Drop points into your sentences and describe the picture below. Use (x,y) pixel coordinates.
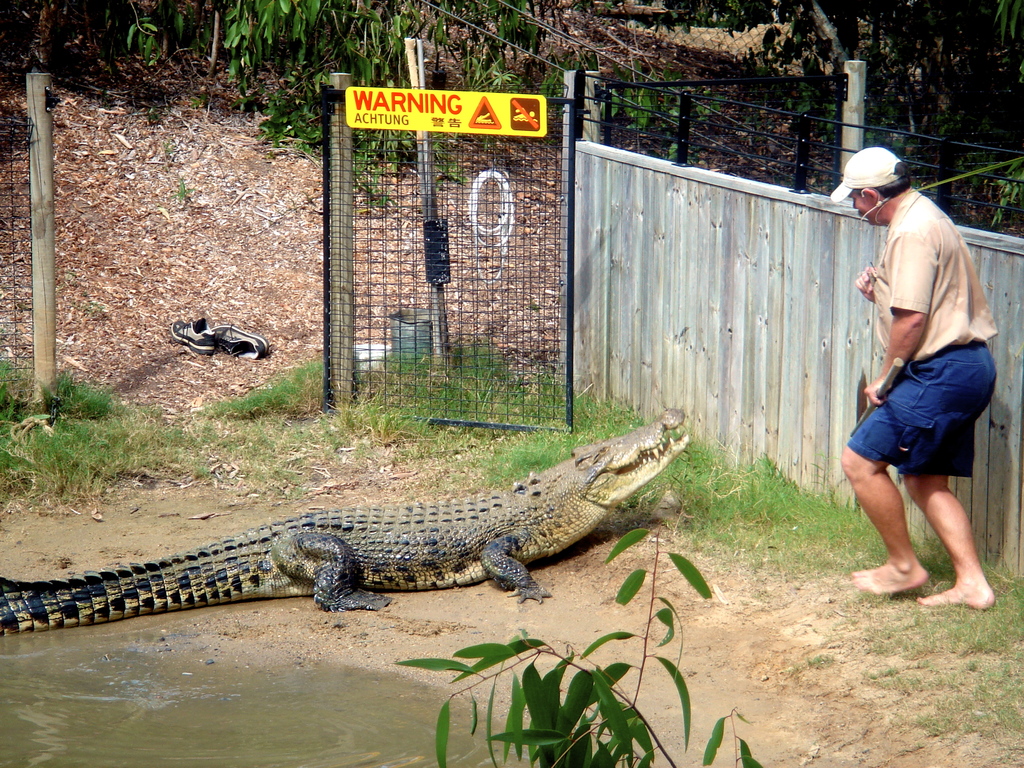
This is a crocodile (425,557). Here is a man (919,380) standing and holding a stick (894,367) in his hand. He wore a shirt (920,280), short (943,363) and a cap (850,171). This looks like a fencing gate (417,213) with the warning board (538,97) attached to it. I can see a pair of shoes (254,335). This is the grass (719,468). I think this is the wooden wall (770,298). I can see the trees (298,33). This looks like the water (110,720).
